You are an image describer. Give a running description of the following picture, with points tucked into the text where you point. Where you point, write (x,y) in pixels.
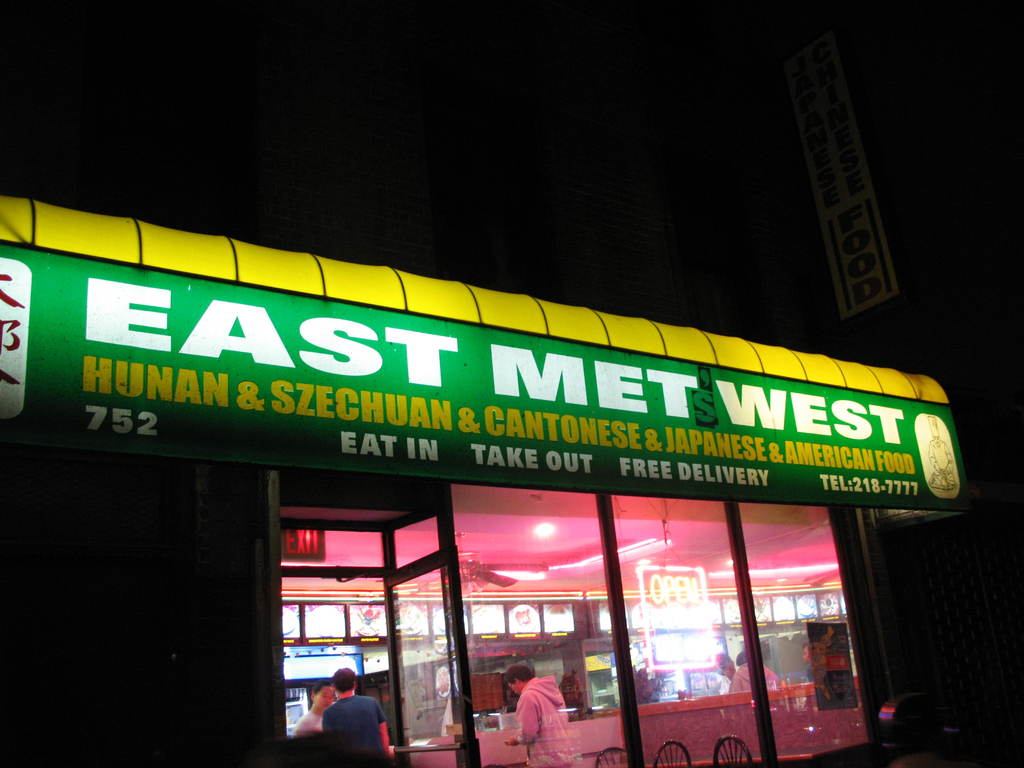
In front of the image there is a shop (232,355). On top of it there is a board (448,445) with some text (579,425) and picture (926,427) on it. Inside the shop (440,694) there are people (530,746) standing. There are chairs (737,738). There are display boards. On top of the image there is a fan (466,571). There are lights (530,577). Beside the shop (809,404) there is a building (791,311) with the board (872,290) on it.
